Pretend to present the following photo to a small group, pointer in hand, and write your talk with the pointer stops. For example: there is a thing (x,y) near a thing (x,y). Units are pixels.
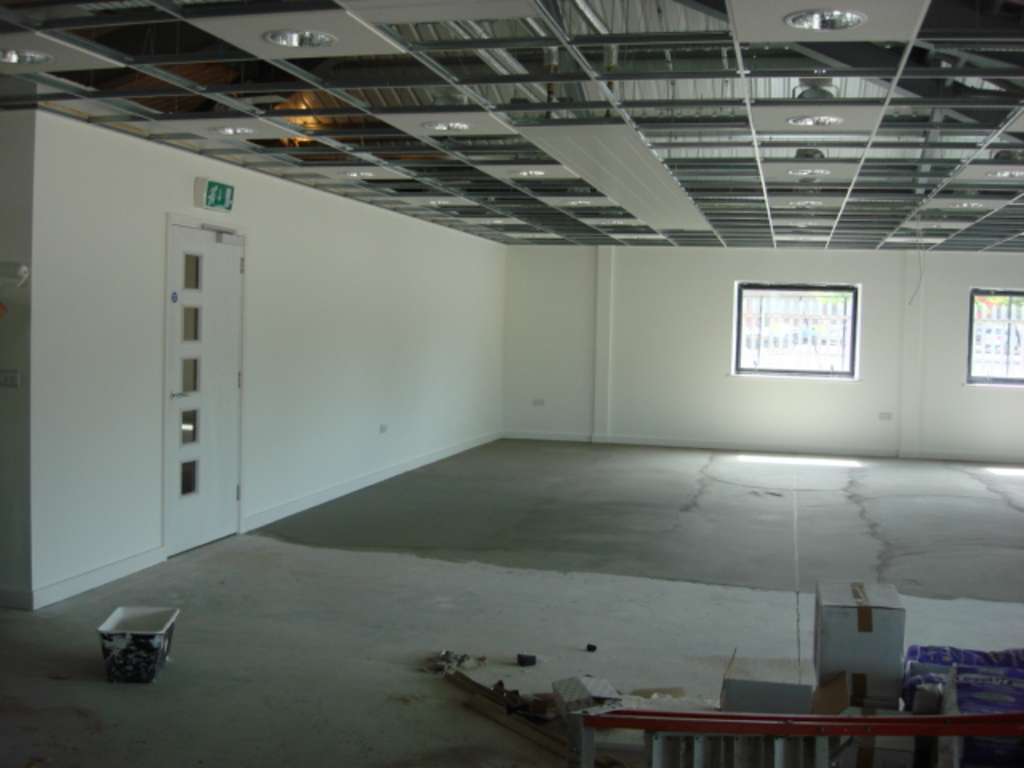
In this picture we can see a tub (164,652), boxes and some objects (444,653) on the floor (428,551), door (185,296), walls (246,499) and in the background (764,358) we can see windows (744,345).
